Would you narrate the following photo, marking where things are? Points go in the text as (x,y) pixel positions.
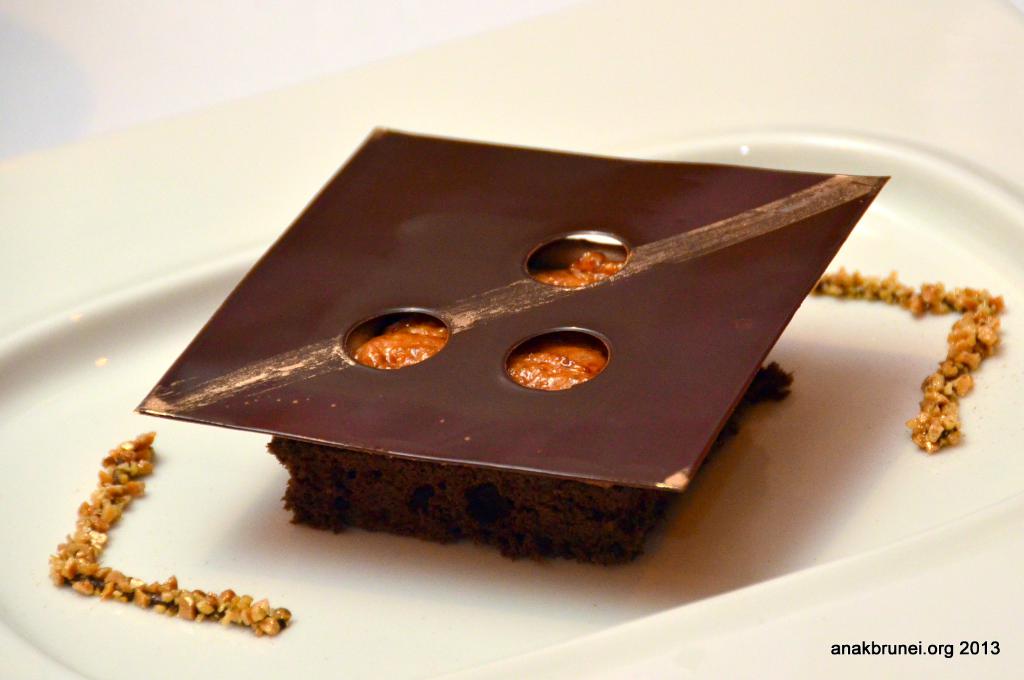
In this picture there is a food (506,437) on the white color plate (62,273). At the bottom right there is a text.
